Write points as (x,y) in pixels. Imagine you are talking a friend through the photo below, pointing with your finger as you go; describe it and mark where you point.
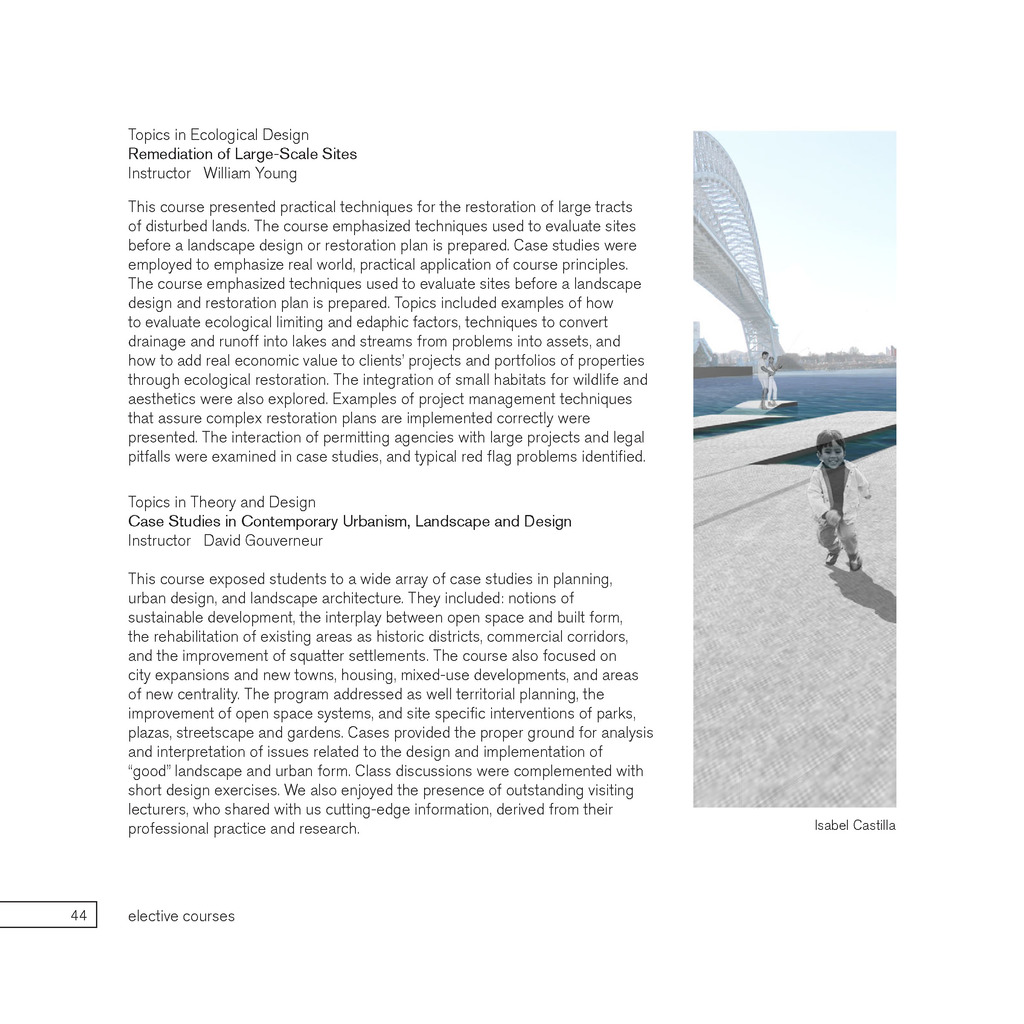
This is a poster (190,681) having an image (772,680) and black color texts (467,639). In this image, we can see there is a child (819,501) running on a platform (866,506). In the background (775,385), there are two persons (762,399), a bridge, water (845,372), trees (871,362) and there are clouds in the sky (871,343).
